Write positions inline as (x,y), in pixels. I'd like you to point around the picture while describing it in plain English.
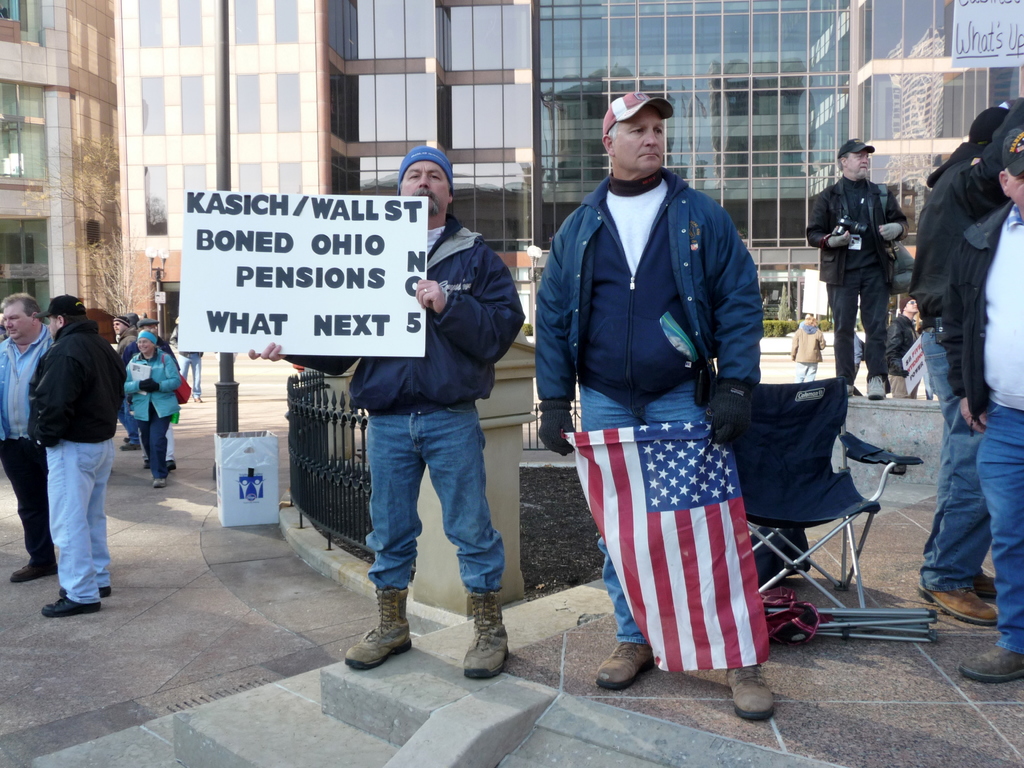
In this picture we can observe some people (652,353) standing and some of them were walking. There is a person (465,256) holding a white color board (271,287). Beside him there is another person (640,219) standing, holding a national flag (675,574) in his hands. On the left side (229,144) we can observe a pole (217,67) and a white color box (236,460). In the background (276,89) there are buildings (358,73).
